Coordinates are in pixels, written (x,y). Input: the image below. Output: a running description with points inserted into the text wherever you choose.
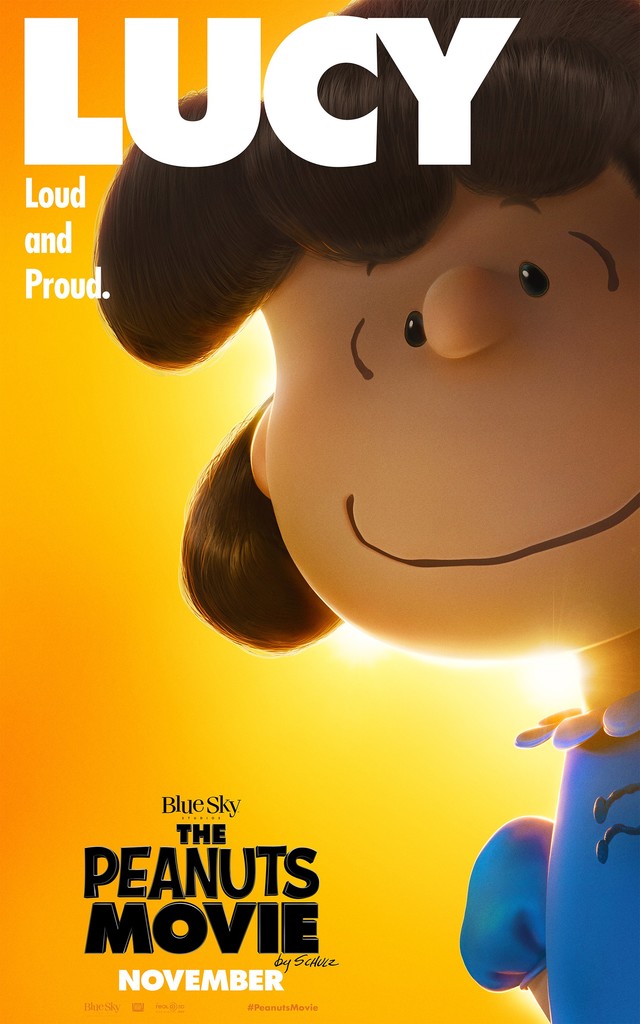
We can see a poster (488,496), on this poster (498,522) we can see cartoon image (520,594) and some text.
